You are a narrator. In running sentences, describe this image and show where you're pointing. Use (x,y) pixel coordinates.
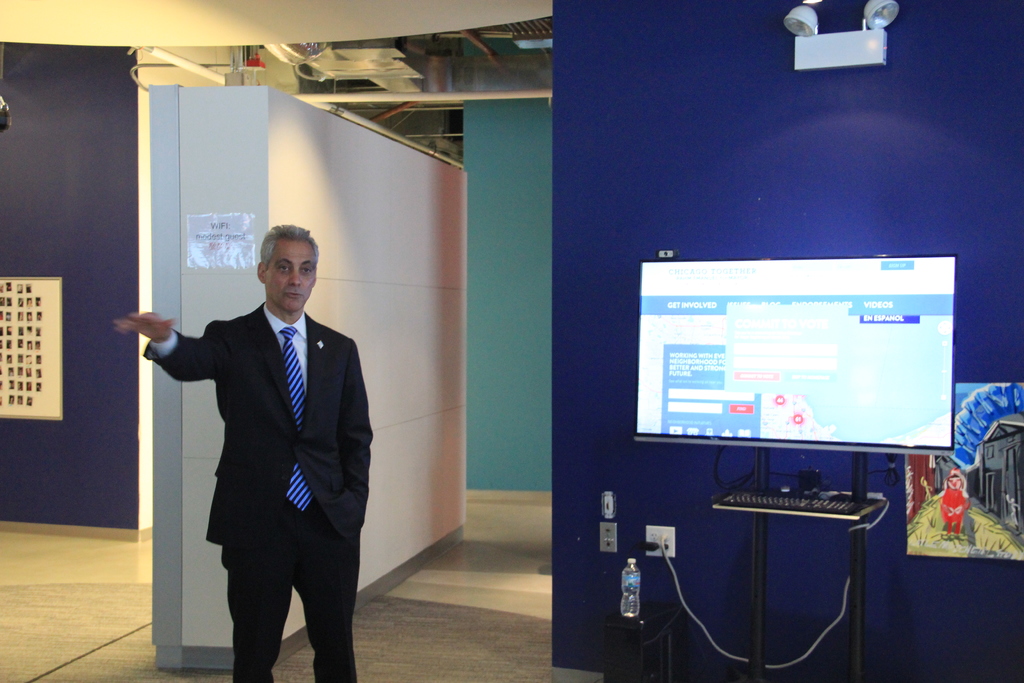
In the image on the right side (836,515) there is a stand (759,519) with a screen (857,387) and keyboard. Beside that there is a speaker (655,623) with a bottle (634,605) on it. Behind the screen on the wall (987,317) there is a frame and also there is a plug (654,543) with wires (679,587). There is a man (274,444) standing. Behind him there is a wall (207,441). On the right side of the image (819,20) there is a wall (600,493) with an object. At the top of the image (102,32) there is a ceiling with objects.
